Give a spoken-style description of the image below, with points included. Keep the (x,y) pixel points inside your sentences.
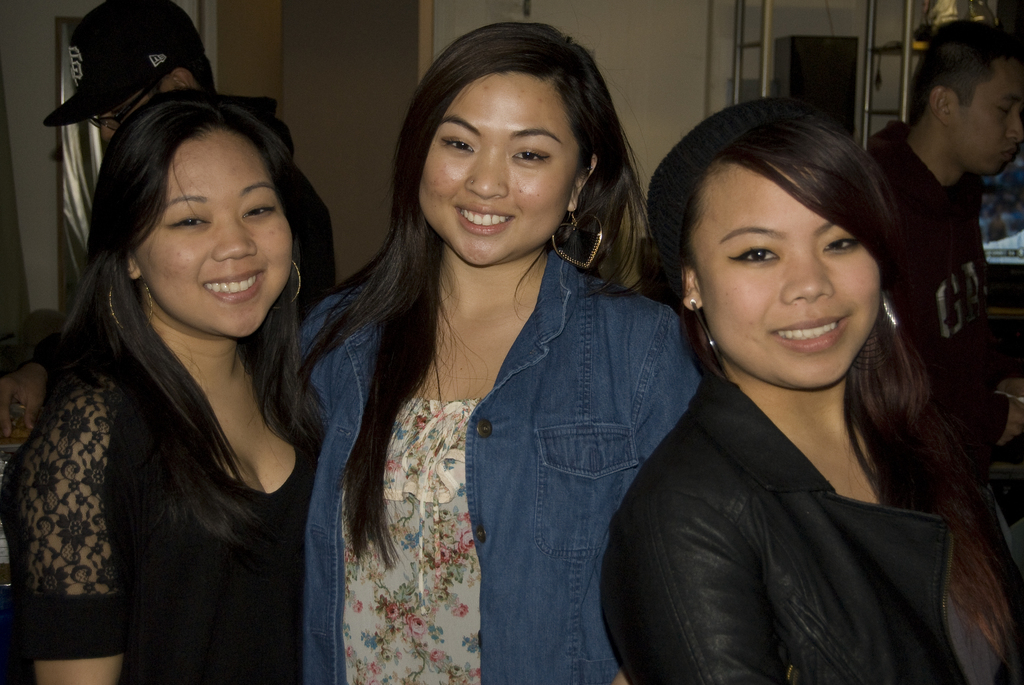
In this image I can see three women (458,494) wearing black, blue and cream colored dresses (470,533) are standing and smiling. In the background (628,23) I can see two other persons (137,62), the wall (591,49), few metal rods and few other objects (802,74).
